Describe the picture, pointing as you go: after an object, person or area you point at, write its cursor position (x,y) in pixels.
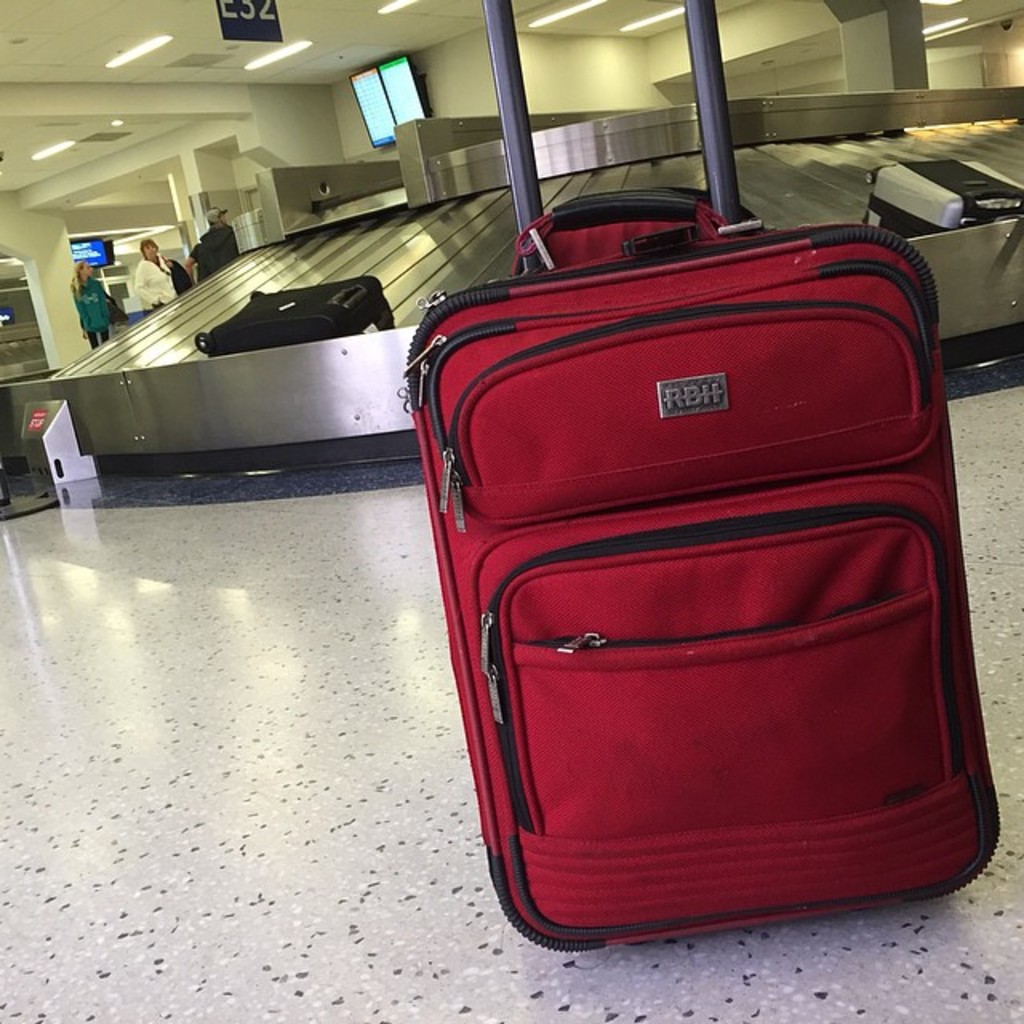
In this picture there is a red luggage bag (614,566). There are three (146,284) standing in the background (149,267). There is a black and grey luggage bag (955,214). There are some lights (294,42) to the roof (129,149). There is a screen (392,94) on the top (395,114).
